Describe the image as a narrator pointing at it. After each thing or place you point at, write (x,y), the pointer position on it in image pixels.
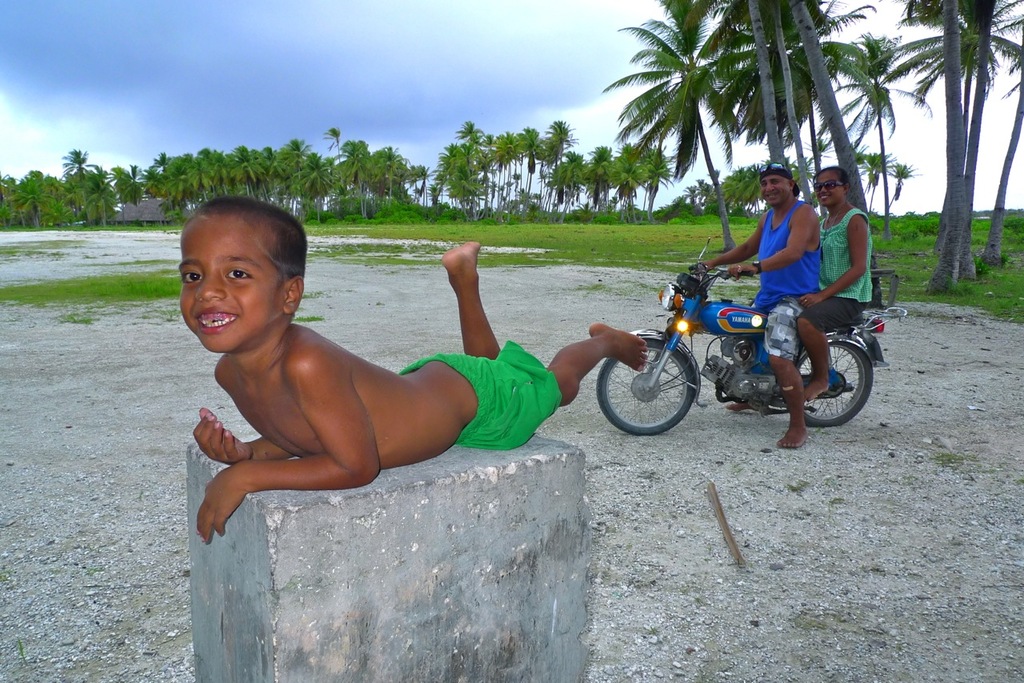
There are two persons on the bike (720,359). This is light (679,319). Here we can see a boy (294,360) laying on the stone (473,574). This is grass (667,235) and there are trees (481,152). On the background (292,81) there is a sky (248,22).
